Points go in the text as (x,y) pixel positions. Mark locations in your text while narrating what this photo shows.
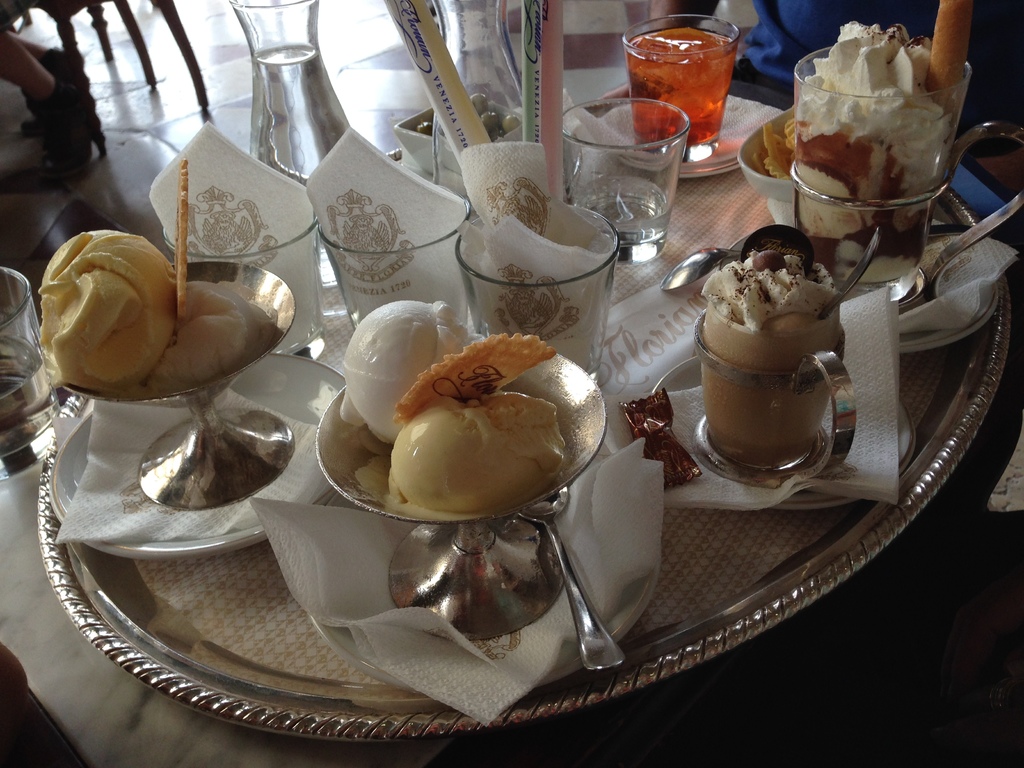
In this picture we can see a table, there is a plate (132,595) and many glasses (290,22) present on the table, we can see glasses (599,276), cups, tissue papers (511,266) and spoons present in this place, we can see ice creams (210,301) in these glasses (807,94).
